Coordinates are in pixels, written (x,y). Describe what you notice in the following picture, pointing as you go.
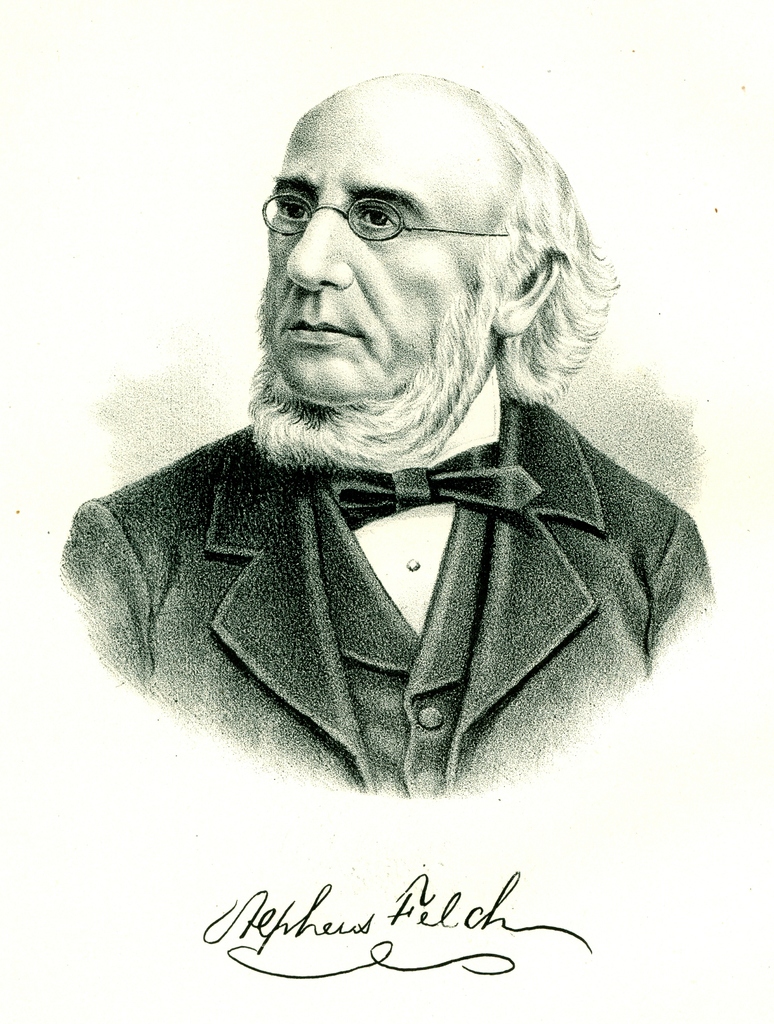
In this picture we can see a person (306,664) wearing a spectacle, tie (339,497) and a suit (468,669). There is some text (224,919) visible on a white surface (441,858).
